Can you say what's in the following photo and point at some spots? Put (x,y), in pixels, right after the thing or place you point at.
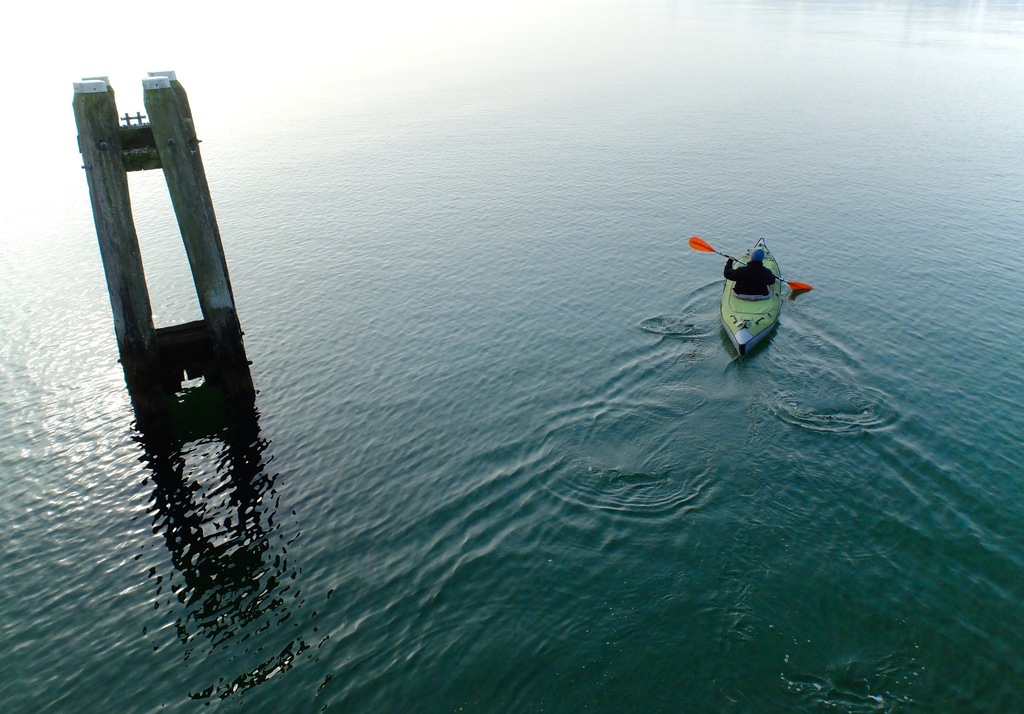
In this picture we can see a person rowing a boat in the middle of a river (696,333). On the left side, we can see 2 big pillars (102,242).
